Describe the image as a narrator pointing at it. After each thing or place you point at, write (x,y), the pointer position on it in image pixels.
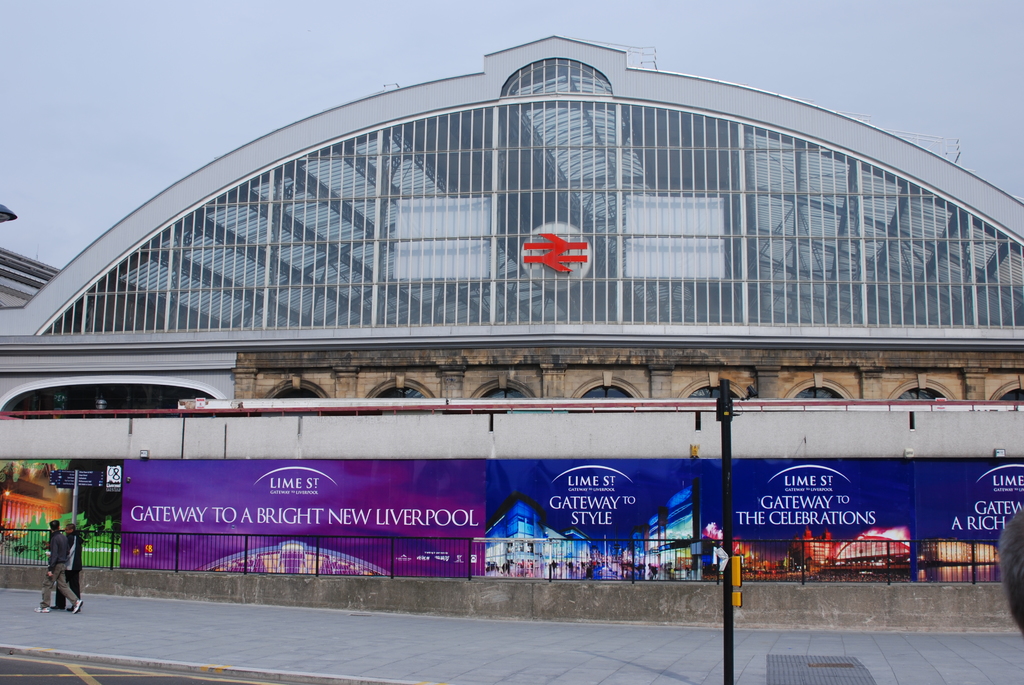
In the center of the image (489,291) we can see a building (518,318), bridge (673,433), boards (594,534), grille (671,574), wall (606,594), logo (551,260), pole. On the left side of the image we can see two persons (77,563) are walking. At the bottom of the image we can see the road (419,652). At the top of the image (412,41) we can see the sky (393,46).
